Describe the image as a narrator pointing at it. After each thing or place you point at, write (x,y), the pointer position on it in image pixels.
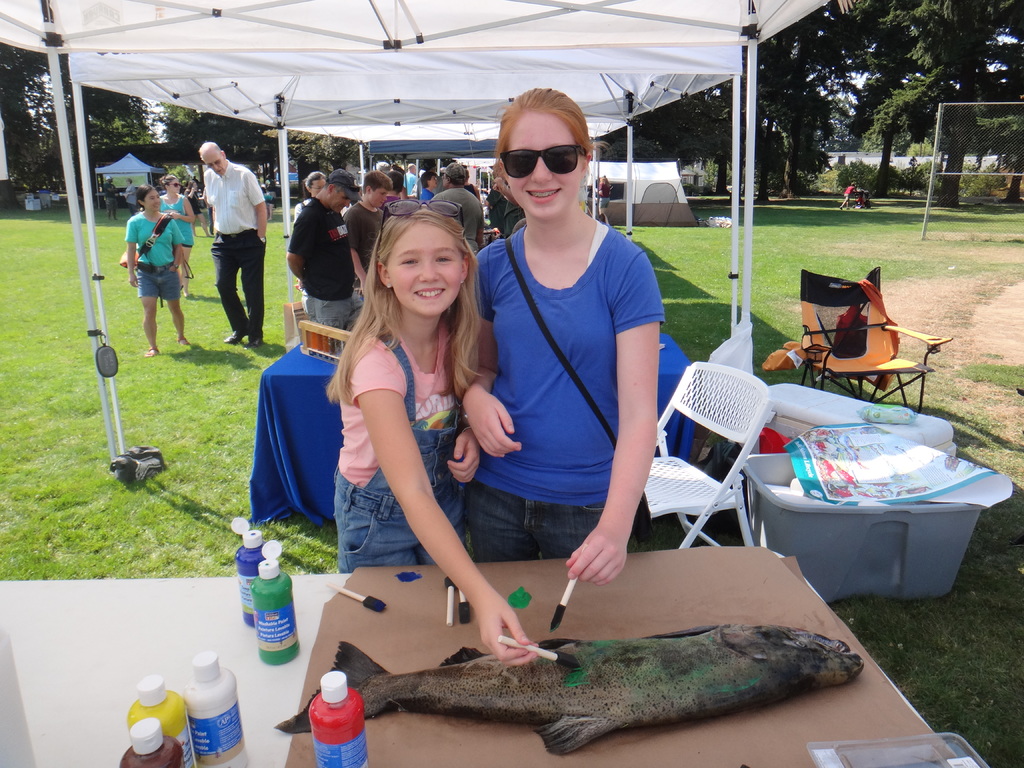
In the middle of the image (567,262), there is a woman (551,305) in blue color t-shirt (566,322), wearing sunglasses (575,162), smiling and holding a paint brush (564,603). Beside her, there is a girl (422,262), smiling, holding a paint brush (564,659) and standing in front of a fish (551,687), which is on a brown sheet (362,617) which is placed on a white color table (253,660), on which there are bottles (325,720). In the background (361,145), there are other persons (184,210), there is a white color tent (466,139), there are chairs (832,374) and other objects (862,416) on the ground (841,388), on which there is grass (870,385) and there are trees (989,54).
